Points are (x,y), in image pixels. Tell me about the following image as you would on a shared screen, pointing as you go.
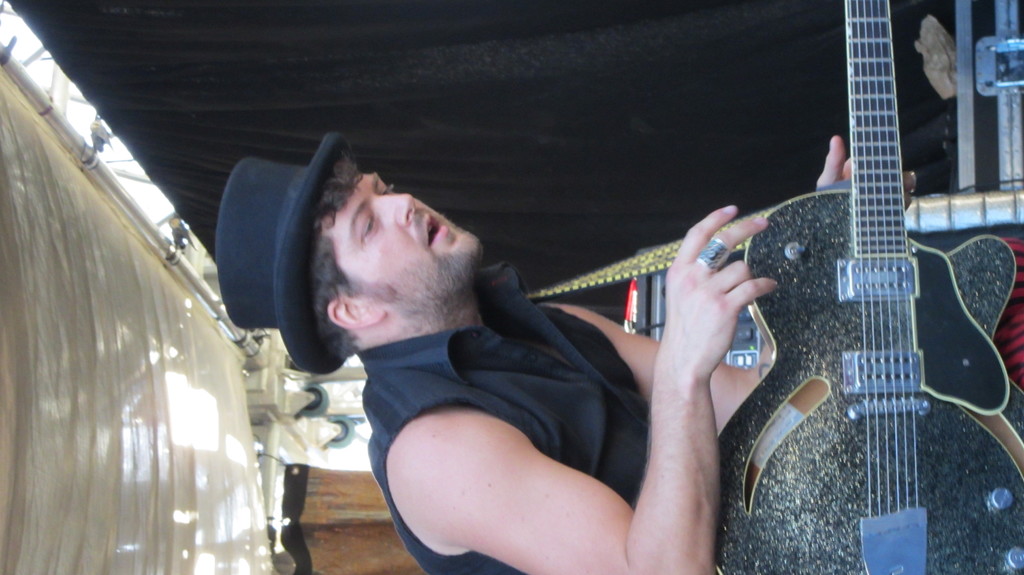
A man (475,378) with black shirt (500,369) is standing and holding guitar (820,418) in his hands (711,275). On his head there is a hat (247,241). In the background (551,155) there is a curtain (539,211) and on the top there is a tent (80,367). To his finger (719,233) there is a ring (712,256).
